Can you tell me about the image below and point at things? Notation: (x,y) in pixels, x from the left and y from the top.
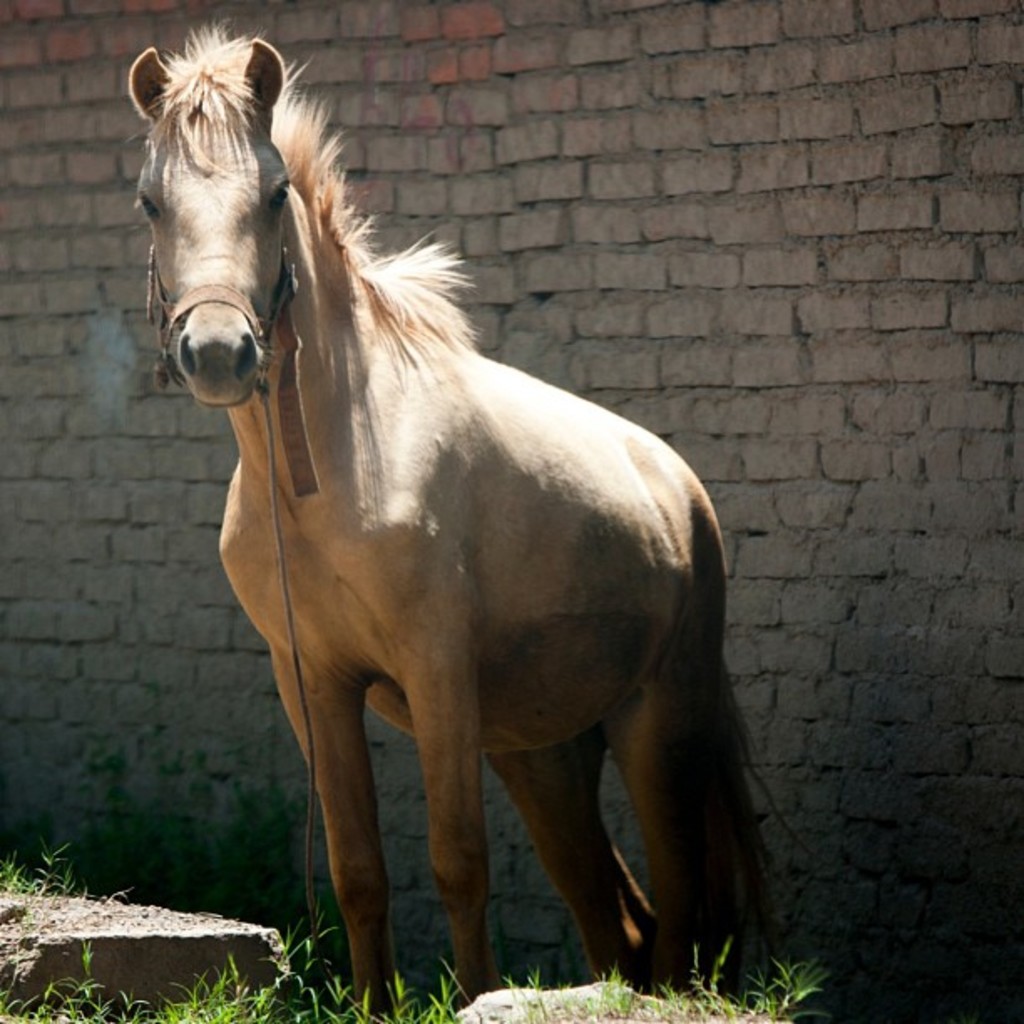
In this picture I can observe a horse (365,503). In the bottom of the picture (290,992) I can observe some grass (207,983) on the ground (193,1012). In the background (611,202) there is a wall (700,325).
